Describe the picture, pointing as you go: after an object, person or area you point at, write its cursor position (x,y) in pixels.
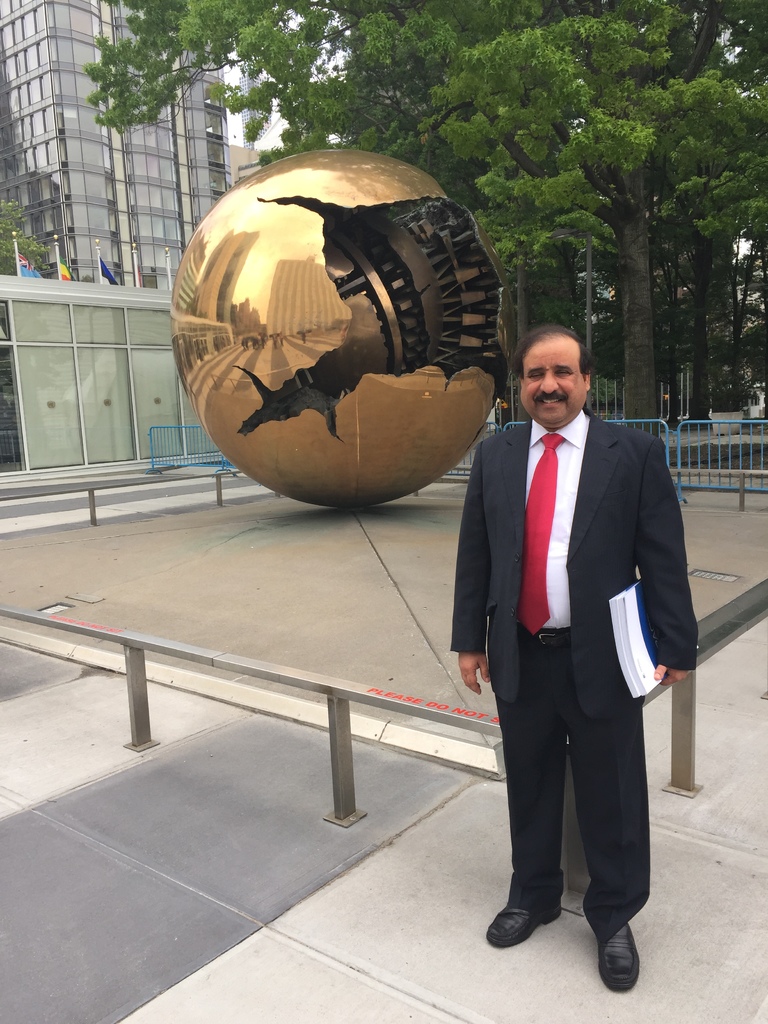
In this picture I can see a person (556,470) with a smile wearing the coat (573,538) and holding the books (620,628). I can see the metal grill fence (338,720). I can see trees (534,204). I can see the buildings (253,151).
